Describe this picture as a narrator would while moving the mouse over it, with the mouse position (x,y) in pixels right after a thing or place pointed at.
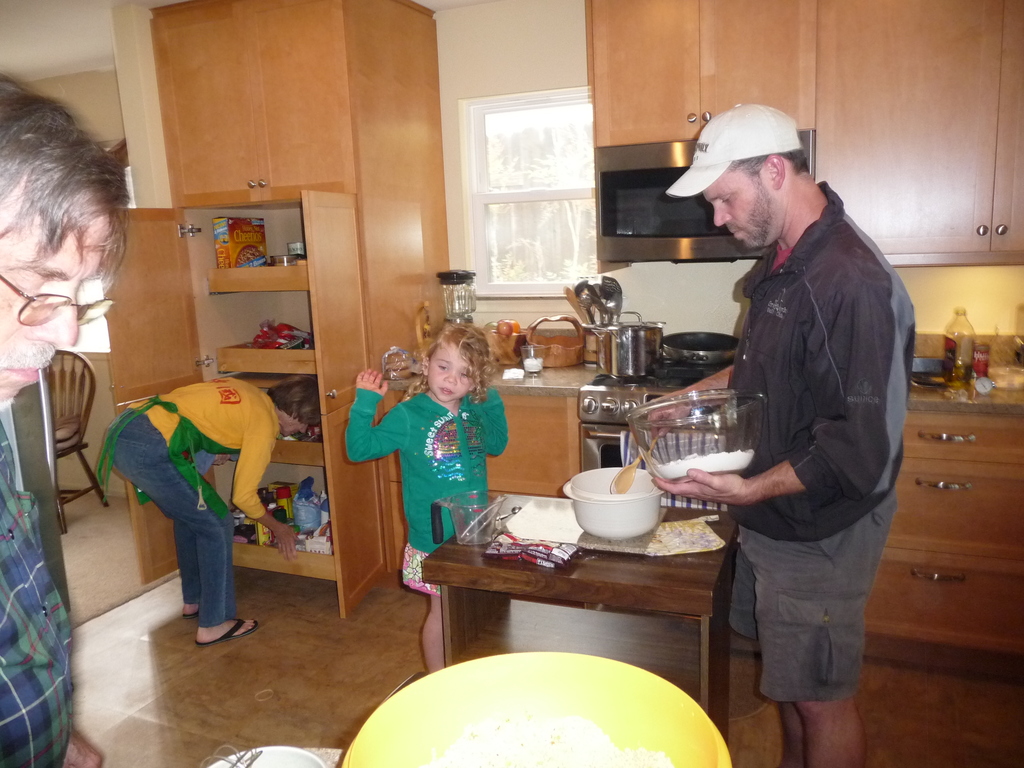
The picture is taken inside the room (831,464) in which the man (822,335) is mixing the flour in the bowl (609,502) which is on the table (515,591). To the left side (256,162) there is a cupboards (215,317) in which there are shelves (280,371) in which there are packets (307,496), bottles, eating items (289,495) in it. Beside him there is a stove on which there is a pan (690,344) and a vessel (659,343). There is a window (526,211) in the middle of the kitchen (614,339). There are drawers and cupboard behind him.
